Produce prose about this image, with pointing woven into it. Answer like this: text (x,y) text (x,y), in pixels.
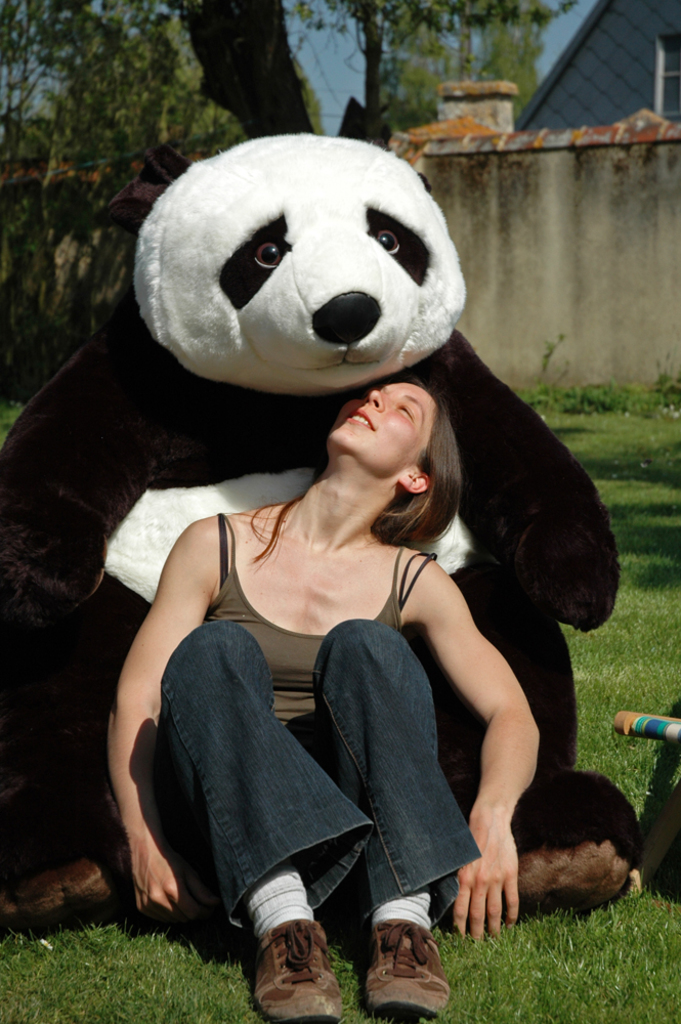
In this picture we can see a woman (346,501) sitting on the ground (459,1020) and smiling, teddy bear (232,437), trees (152,66), wall (445,138) and in the background (335,28) we can see the sky (307,29).
